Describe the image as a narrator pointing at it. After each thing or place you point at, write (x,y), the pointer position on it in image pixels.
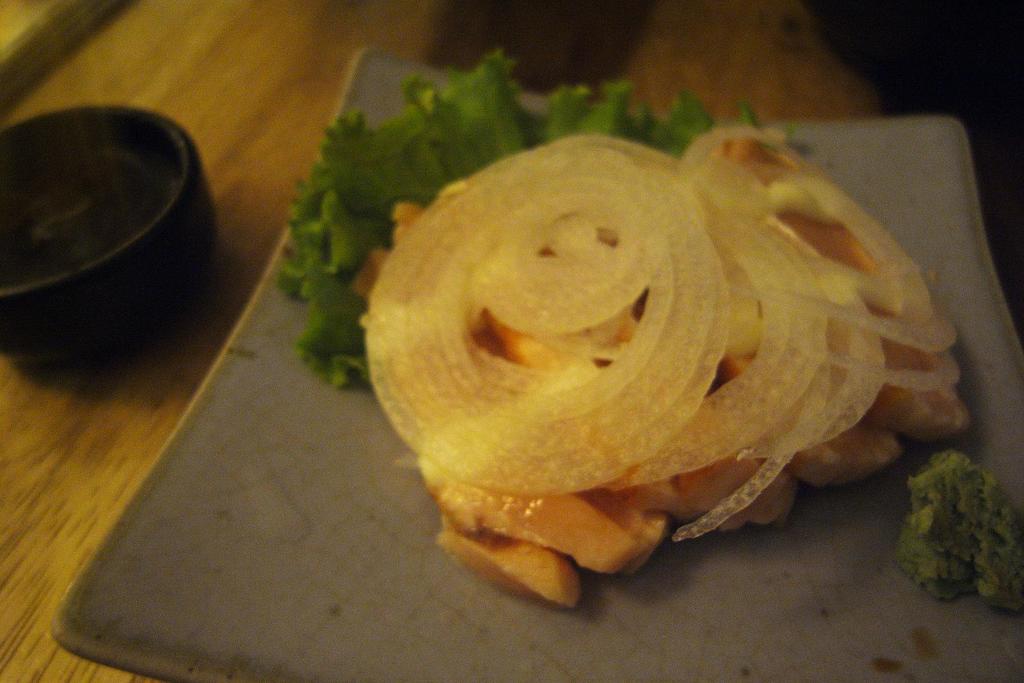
In this picture, there is a plate (434,571) placed on the table (384,31). On the plate (434,571), there is some food (426,363). Beside it, there is a bowl (193,219) towards the left (178,279).
